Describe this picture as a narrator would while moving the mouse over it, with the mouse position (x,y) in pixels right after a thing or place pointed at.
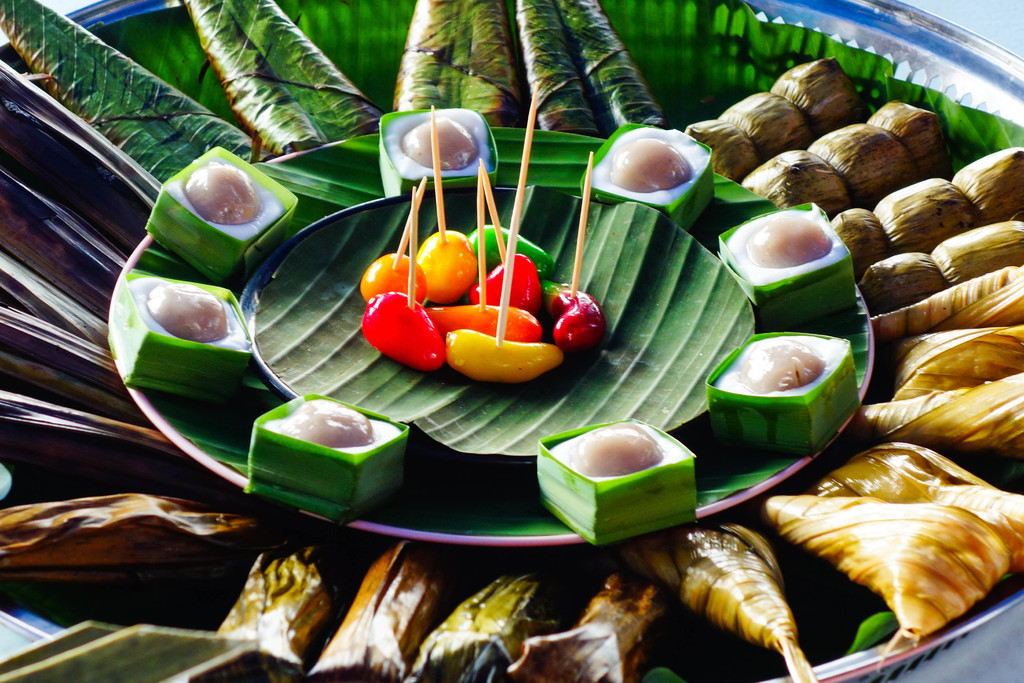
In the foreground of this image (811,642), there are food items (872,526) with leaves (69,273) on a platter (811,642) over which there is another platter (119,322) and we can see food items (804,433) and small sweets (466,276) with toothpicks (510,287) on it.
